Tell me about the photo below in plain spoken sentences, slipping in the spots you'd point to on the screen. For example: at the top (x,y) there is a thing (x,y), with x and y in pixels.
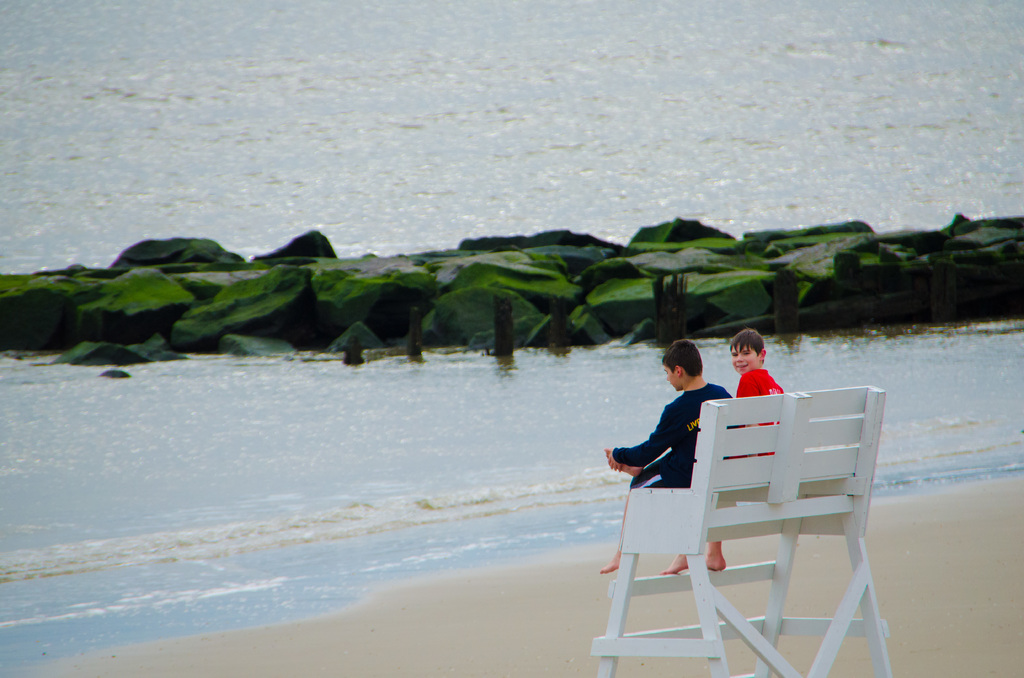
On the right side (724,428) kids (741,378) are sitting on the bench chair (695,536). This is water (418,440) in the middle (630,280) there are stones (613,289).
